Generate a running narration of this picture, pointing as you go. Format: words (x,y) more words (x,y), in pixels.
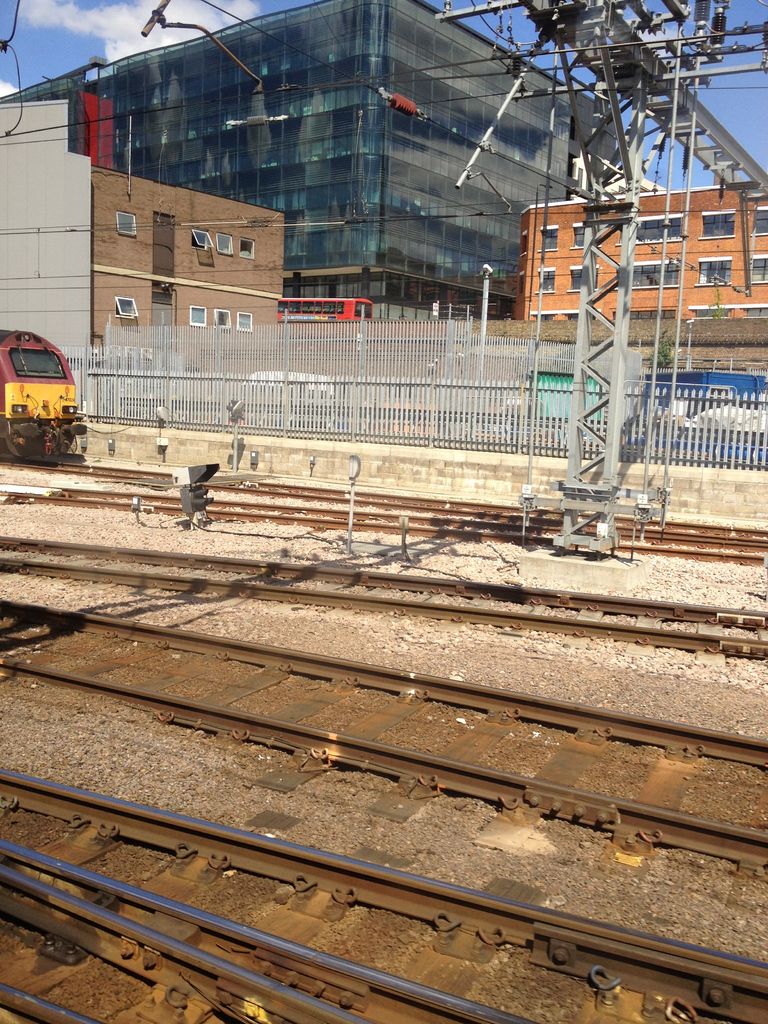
In this picture we can see railway tracks (488,692) and stones (503,675) at the bottom (337,925), on the left side (47,402) there is a train (38,398), we can see metal rods (662,75) and fencing (643,408) in the middle (284,431), in the background (512,152) there are buildings (490,157), we can see the sky (58,35) at the top of the picture (132,26).
